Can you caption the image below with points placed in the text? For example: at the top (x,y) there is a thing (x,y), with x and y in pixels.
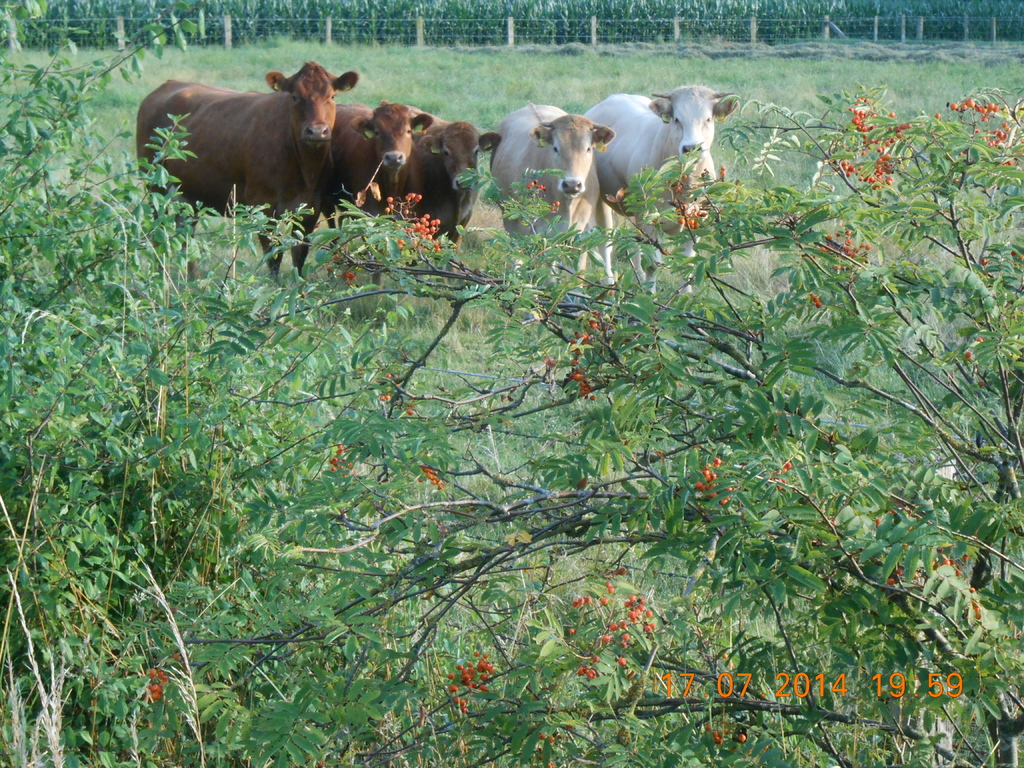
In the picture I can see animals (514,220) are standing on the ground (483,214). I can also see trees (462,401), grass (294,43) and fence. On the bottom right side of the image (876,690) I can see a watermark (907,694).
